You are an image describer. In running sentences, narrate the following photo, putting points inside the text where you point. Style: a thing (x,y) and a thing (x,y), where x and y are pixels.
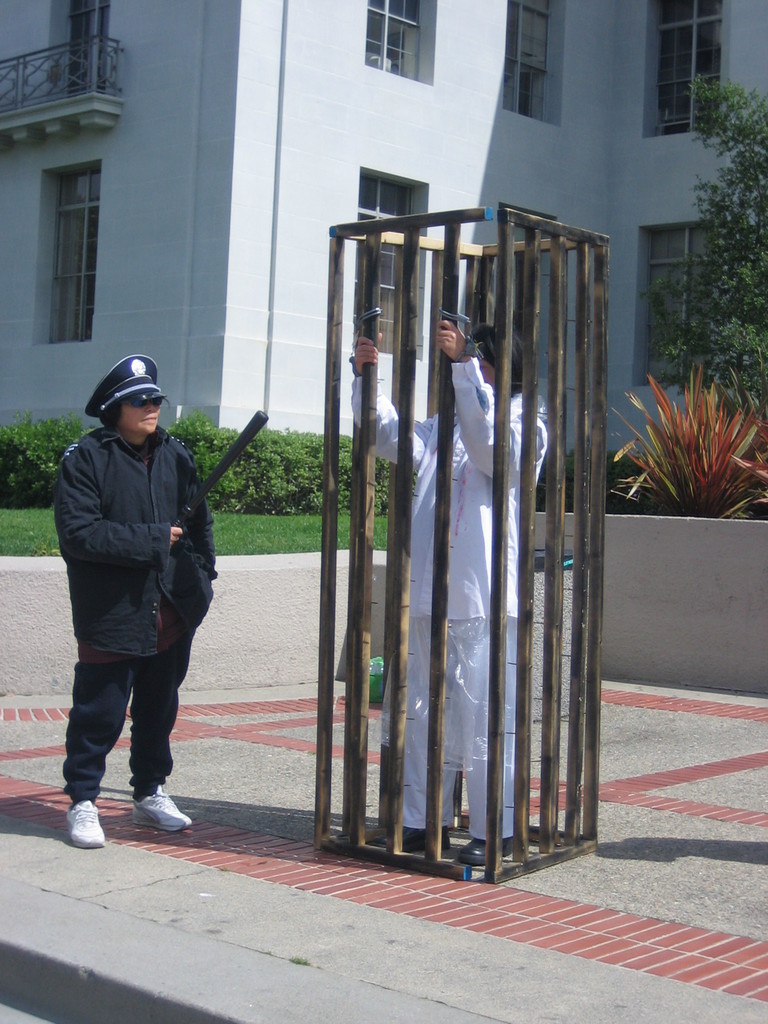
In this picture there is a cop (104,492) on the left side of the image (89,538) and there is a man (470,740) inside a cage (361,504) in the center of the image (483,352) and there is a building (396,195) and plants (739,240) in the background area of the image (601,151).
